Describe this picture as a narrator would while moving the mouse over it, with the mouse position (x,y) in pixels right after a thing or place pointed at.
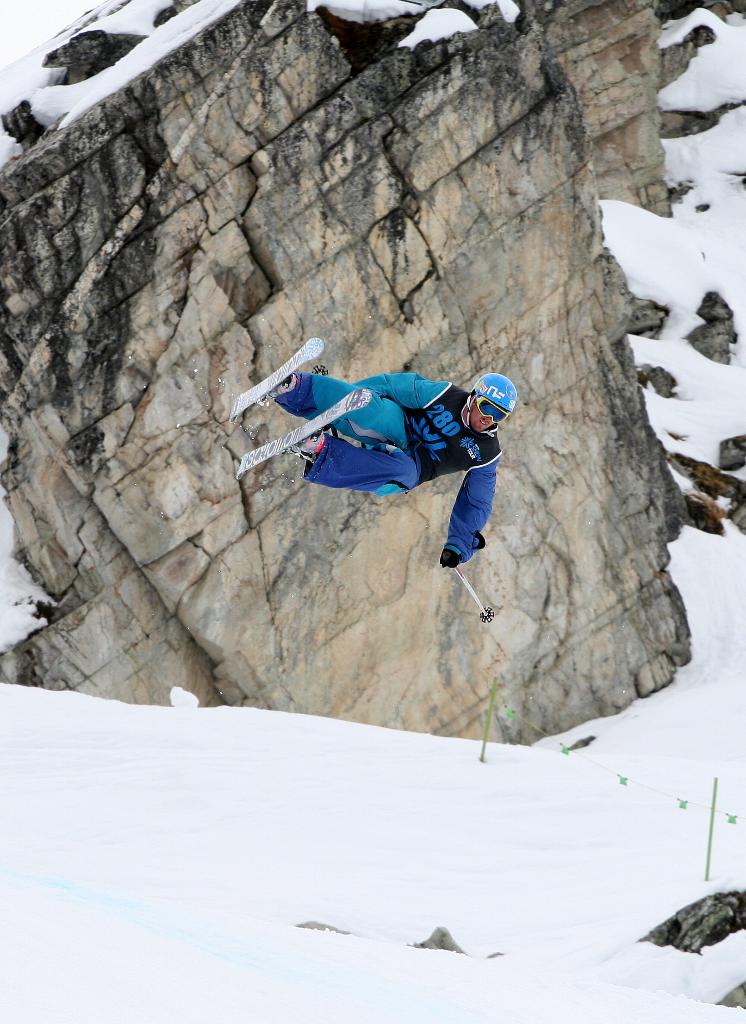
In this picture we can see a person (342,421) is jumping with the ski boards (348,407) and a ski pole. Under the person (309,407), there is snow (198,761). Behind the person (341,390), there is a hill (291,321).
